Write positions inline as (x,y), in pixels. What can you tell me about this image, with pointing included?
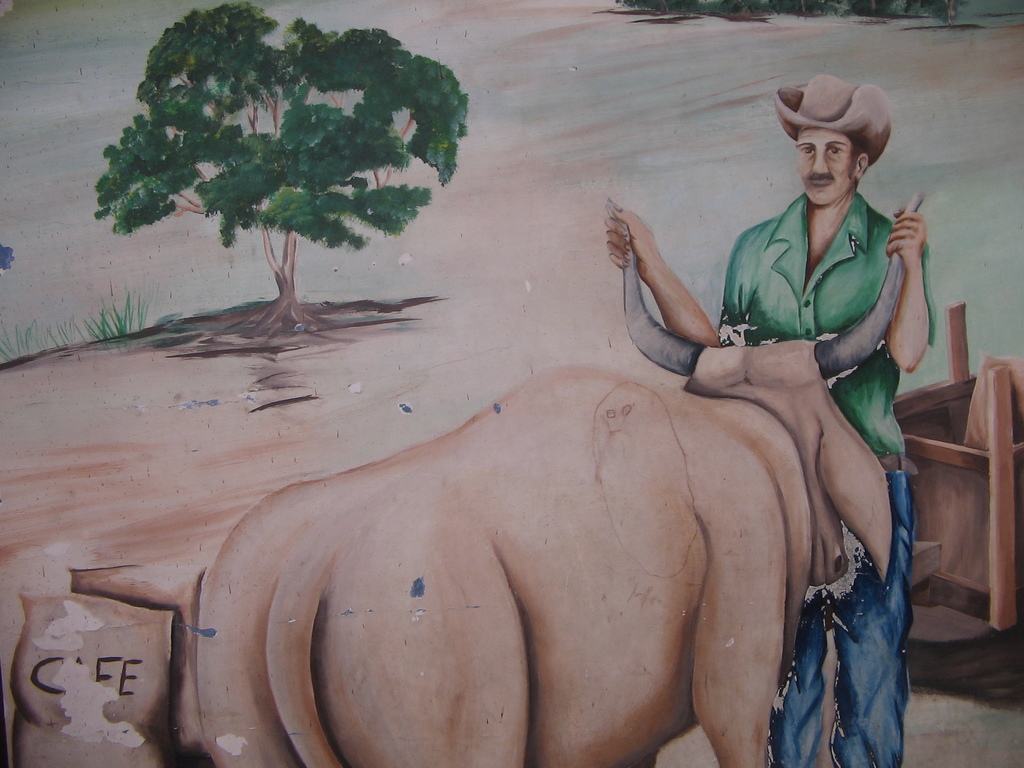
In this image, we can see an art (556,288). There is a person (773,256) on the right side of the image (832,221) holding bull horns (896,264) with his hands (637,220). There is a tree (303,209) in the top left of the image (274,99).
